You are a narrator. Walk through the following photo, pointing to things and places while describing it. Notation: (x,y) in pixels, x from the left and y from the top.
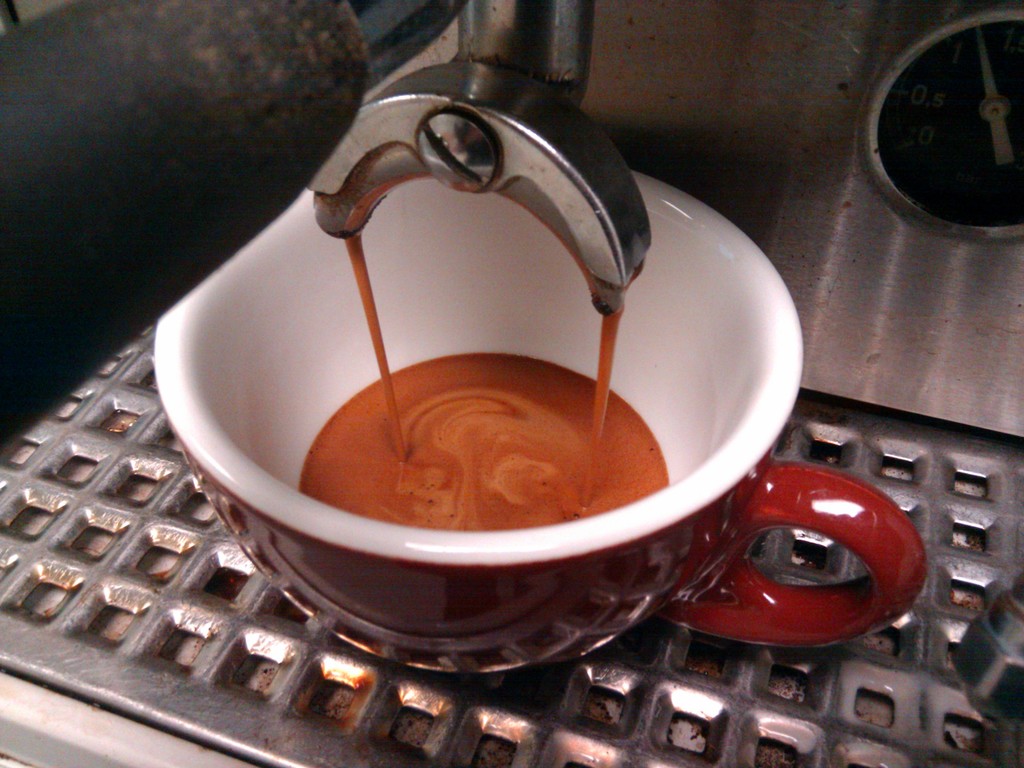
In this image I can see the machine (336,77) and the cup (343,518) with drink (355,448). I can see the cup (601,542) is in maroon and white color and the drink (471,438) is in brown color. It is on the steel surface (260,699).
